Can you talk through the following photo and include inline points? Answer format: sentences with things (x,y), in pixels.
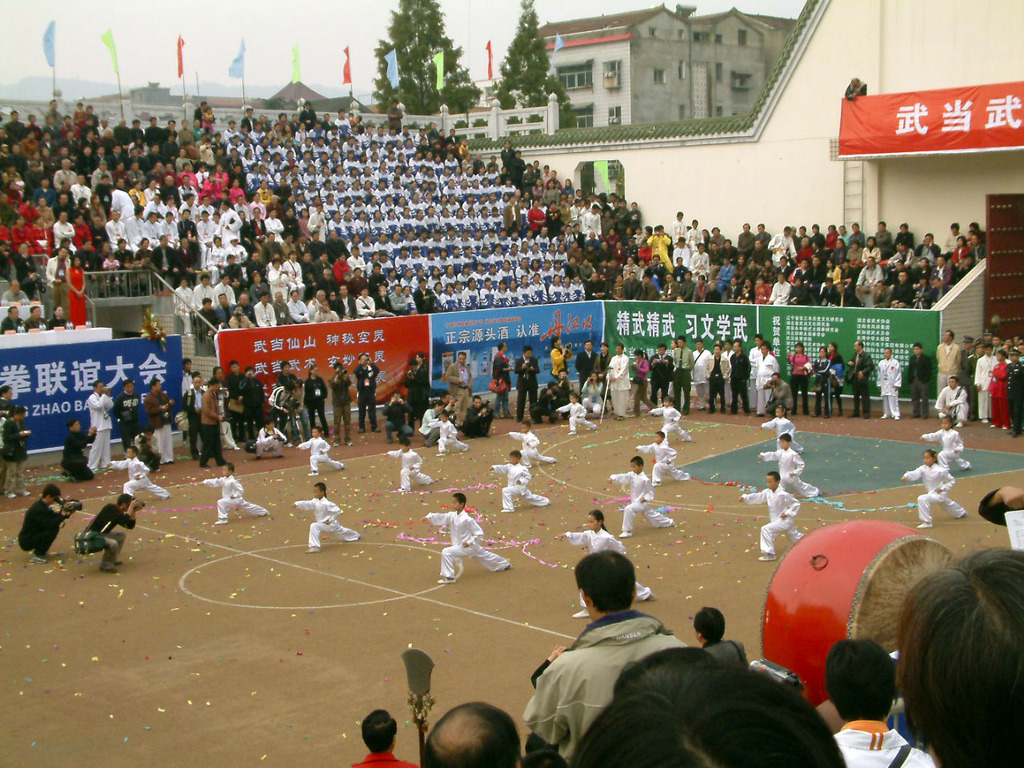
This picture might be taken in a stadium (733,497), in this picture in the center (523,485) there are some people (764,494) who are doing karate. And in the background (215,292) there are a group of people (499,239) who are sitting and watching and also some of them are standing and some of them are holding cameras (292,402). At the bottom (895,651) there are some people (799,701), and in the background (750,98) there are some houses (754,54), trees (397,48) and mountains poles (243,78) and flags (345,78). On the right side (857,153) there is one house (828,148) and hoarding (904,114) and one door (989,282).
